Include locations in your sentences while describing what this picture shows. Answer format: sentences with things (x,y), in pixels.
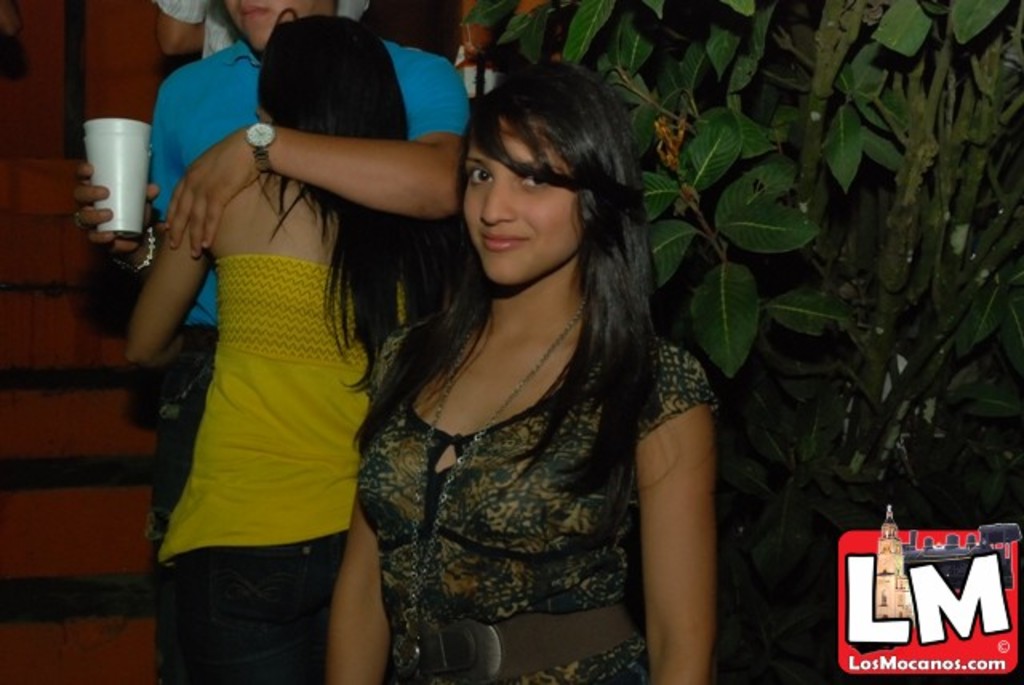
In this picture we can see there are four people (253,540) standing and the person (208,155) in the sky blue t shirt (199,130) is holding a cup (128,174). Behind the people (414,220) there is a tree (805,104) and on the image there is a watermark (903,598).
